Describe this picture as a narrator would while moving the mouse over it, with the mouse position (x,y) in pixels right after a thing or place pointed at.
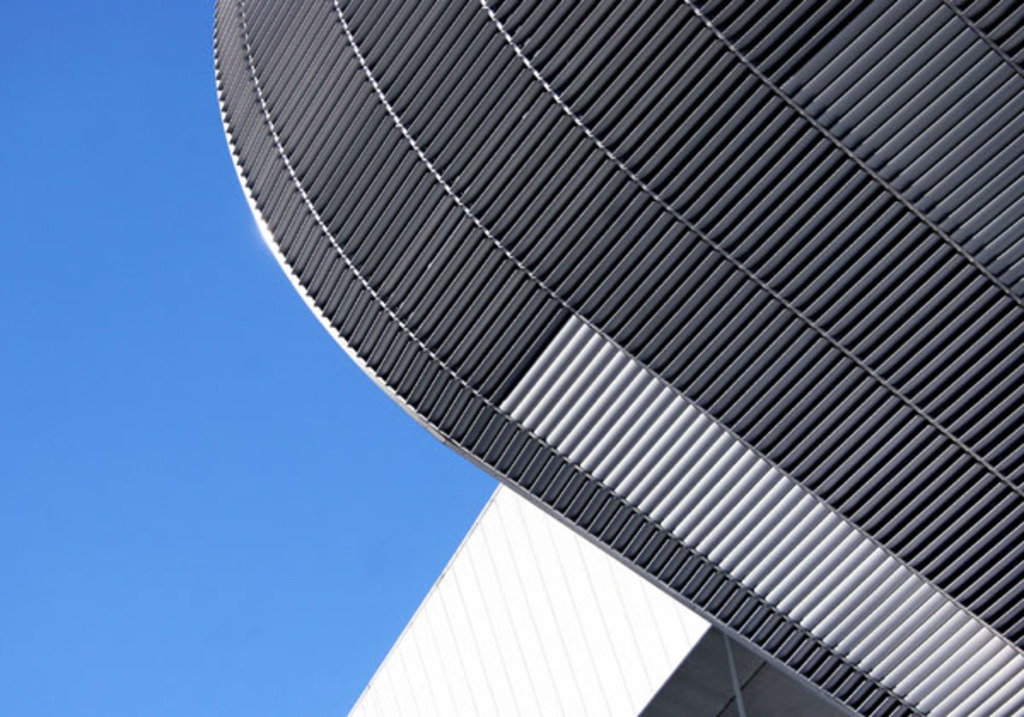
In this image there is an architecture (733,231), in the background (193,516) there is the sky (120,496).
